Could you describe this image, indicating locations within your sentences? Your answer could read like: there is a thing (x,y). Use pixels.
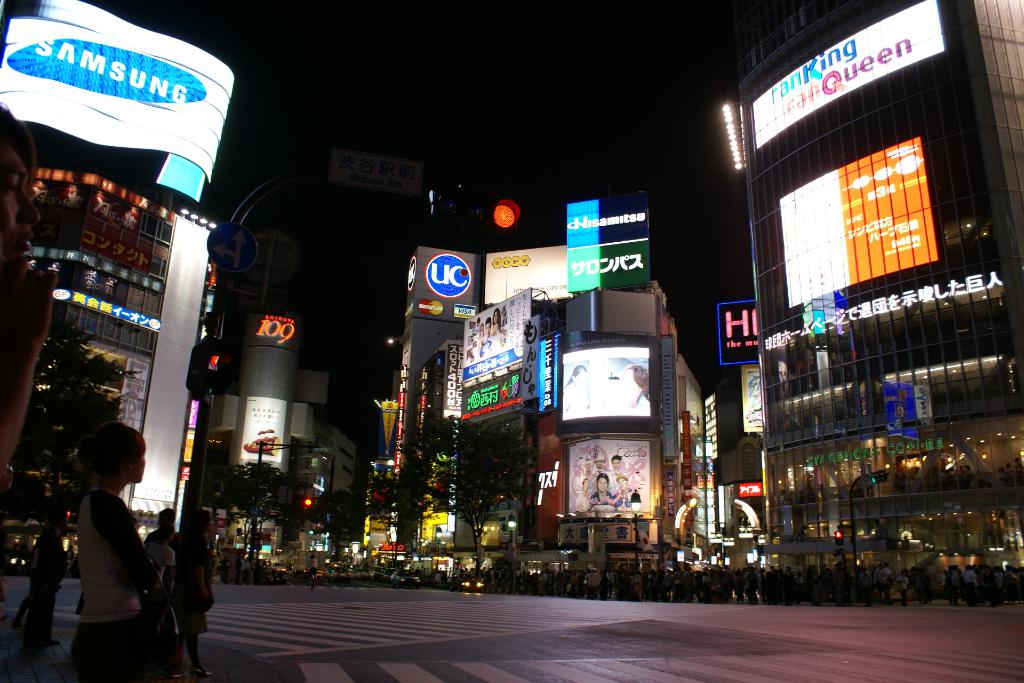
In this image we can see road (530,621) there are some persons (133,587) standing on the road (679,627) and at the background of the image (117,326) there are some buildings (1010,496), traffic signals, trees (275,475) and some wordings (933,289).
